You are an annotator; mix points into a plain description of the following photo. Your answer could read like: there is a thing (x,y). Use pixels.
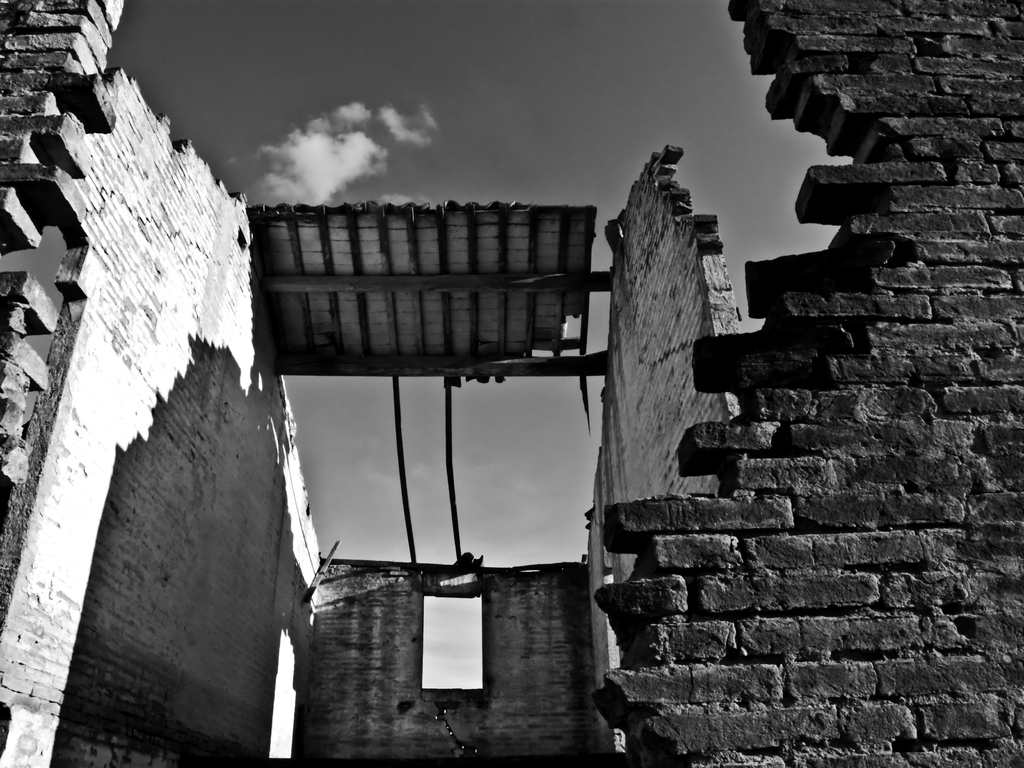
In this picture I can observe an old building (192,388). There are walls (610,429). This is a black and white image. In the background (443,401) there is a sky (384,95).
